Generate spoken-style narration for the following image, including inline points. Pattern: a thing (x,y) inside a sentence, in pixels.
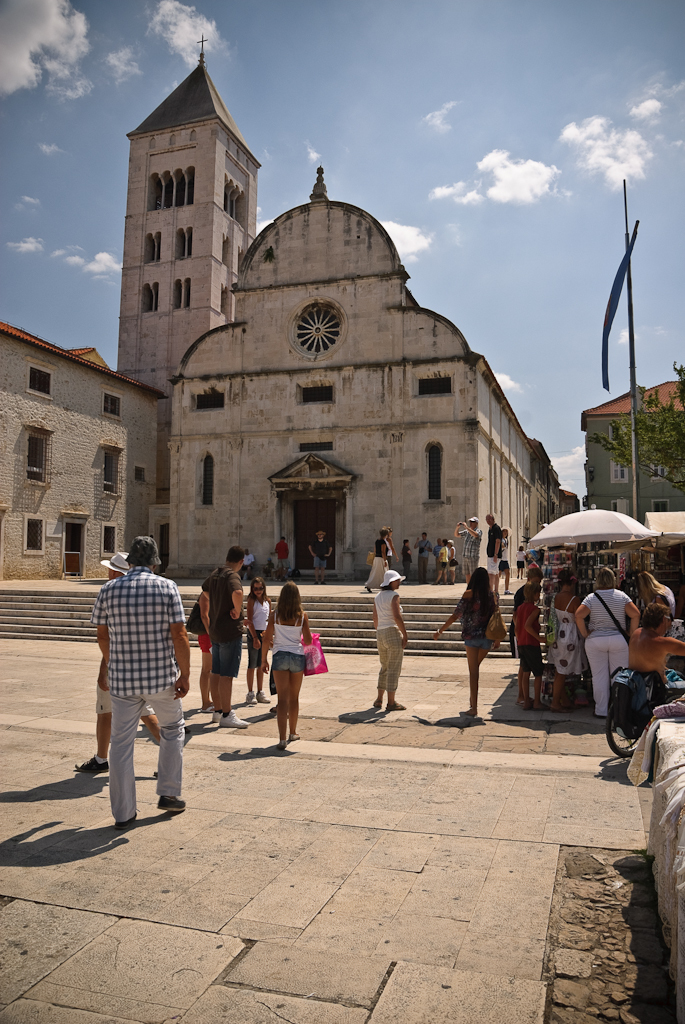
In this image, we can see a group of people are walking on the land (357,594). On the right side (533,670), we can see a group of people (580,605) standing in front of a stall (569,695). On the right side (677,374), we can also see an umbrella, flag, trees (675,466). In the background (504,475), we can see a building (417,501), a group of people (500,545). At the top (535,155), we can see a sky (517,176) which is a bit cloudy. At the bottom (437,818), we can see a staircase (418,629) and a land (389,805).
